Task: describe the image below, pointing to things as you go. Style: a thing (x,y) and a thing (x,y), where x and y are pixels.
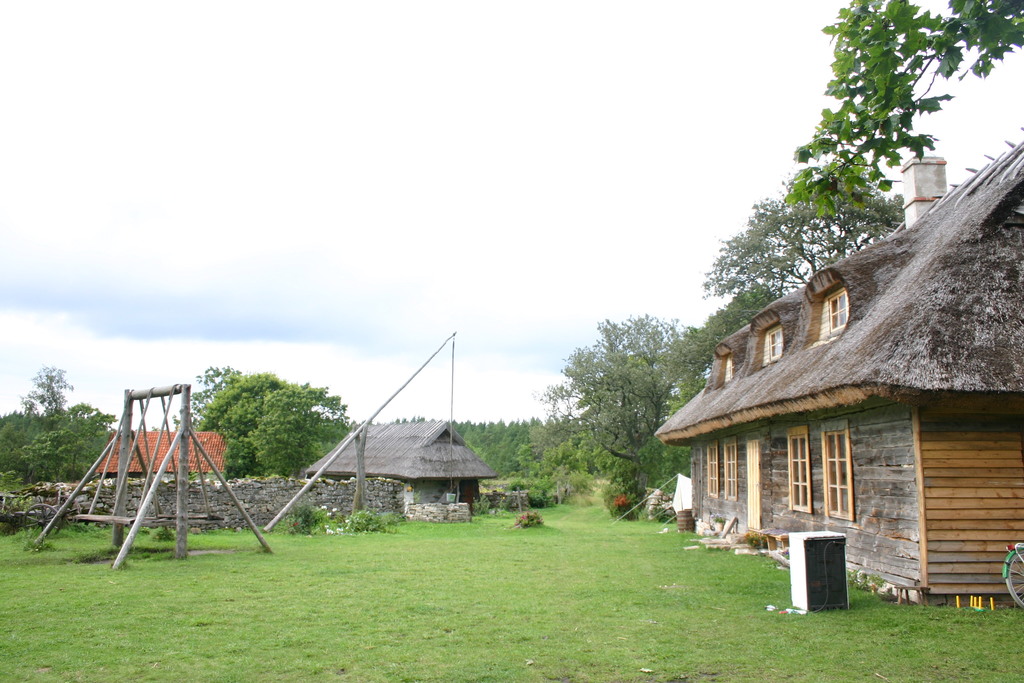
In this image there are sheds (664,429). On the left (181,544) we can see a swing (124,486). In the background (118,386) there are trees (665,386) and sky (650,205).
